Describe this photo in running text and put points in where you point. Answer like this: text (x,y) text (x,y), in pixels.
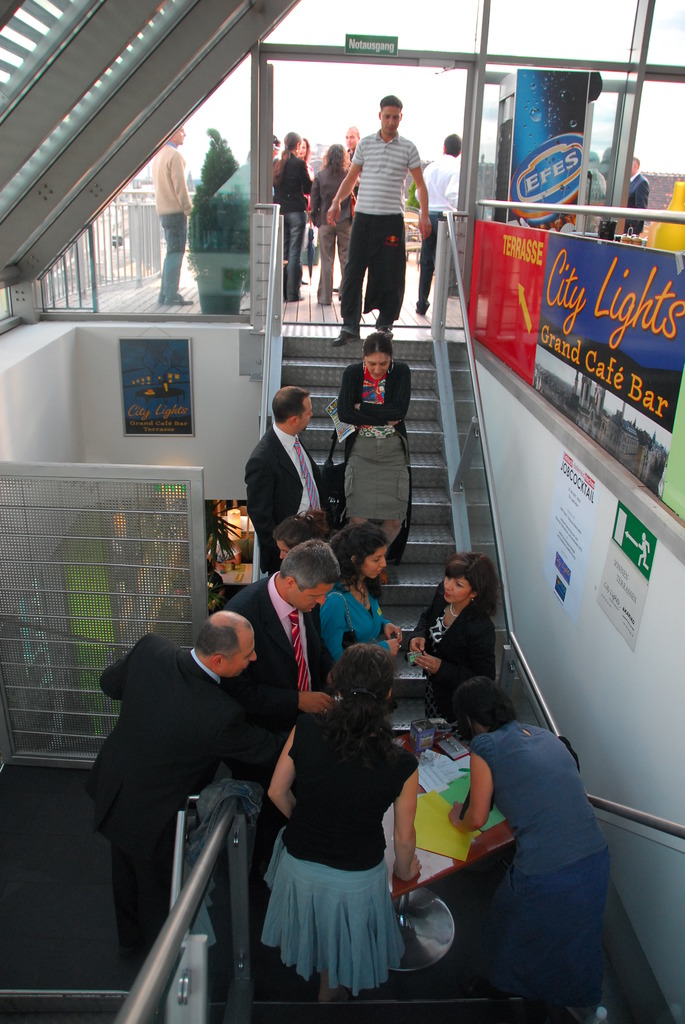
In the picture we can see some people (500,935) standing on the path (86,835) near the steps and some people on the steps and in the background (74,302), we can see some people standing and talking and near to them we can see some railing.
